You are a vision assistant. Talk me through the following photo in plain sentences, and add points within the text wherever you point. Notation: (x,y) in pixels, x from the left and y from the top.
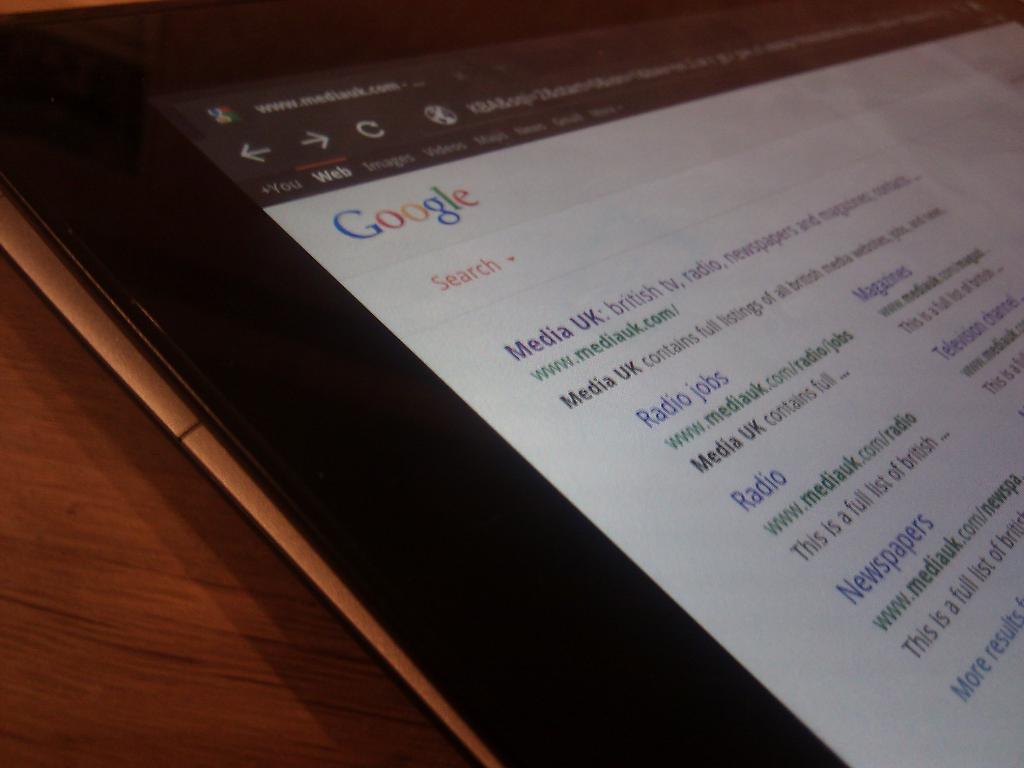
In this image I can see an electronic device (214,282) and on its screen (897,336) I can see a web page (953,270).
